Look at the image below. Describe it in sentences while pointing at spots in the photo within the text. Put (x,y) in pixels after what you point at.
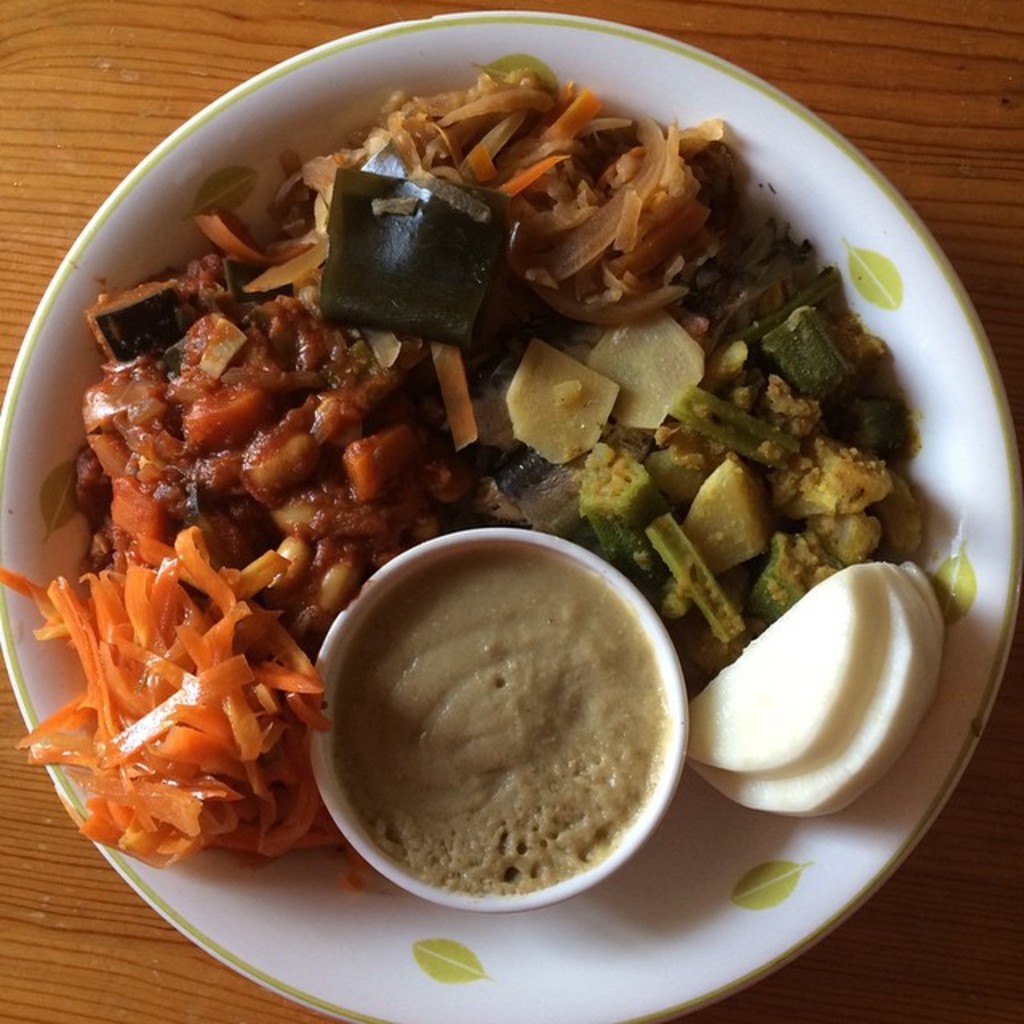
This is a zoomed in picture. In the center (348,639) there is a white color bowl (641,954) containing some food items (329,587). In the background (839,32) there is a wooden object (839,83) seems to be a table (158,1021).
